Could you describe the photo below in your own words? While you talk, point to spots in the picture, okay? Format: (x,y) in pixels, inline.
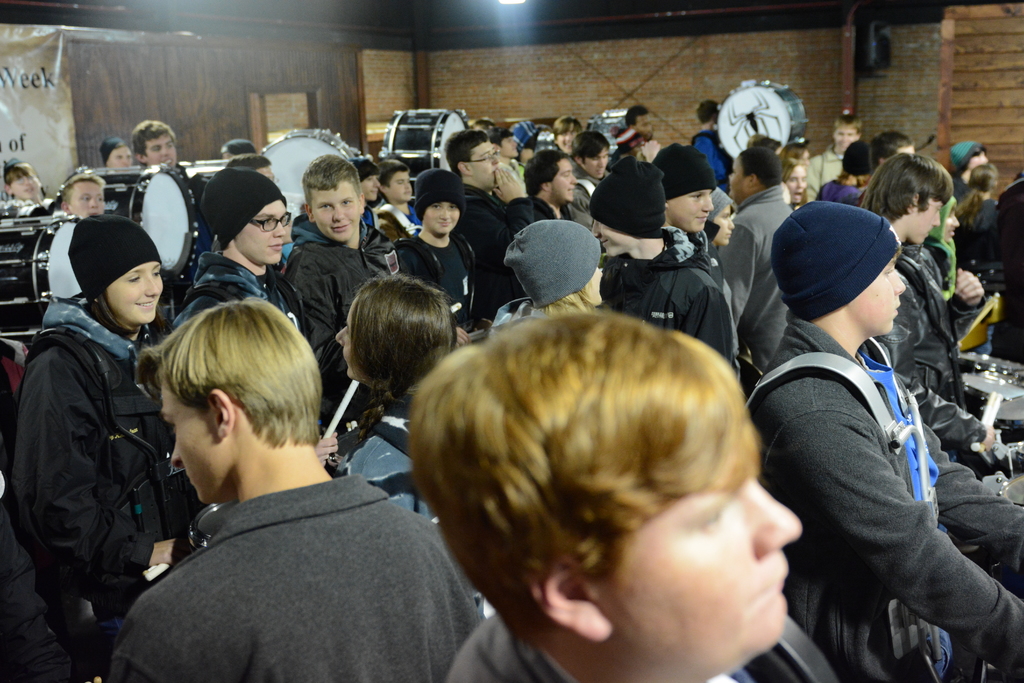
In this image I can see group of children (645,409) playing with musical instruments (413,148) and there is a wall (220,90) in the background (544,61) with brown color. And also in the top right corner (771,118) there is a drum (759,121) and there is a spider sticker (759,123) on the front side of the drum (759,123).
